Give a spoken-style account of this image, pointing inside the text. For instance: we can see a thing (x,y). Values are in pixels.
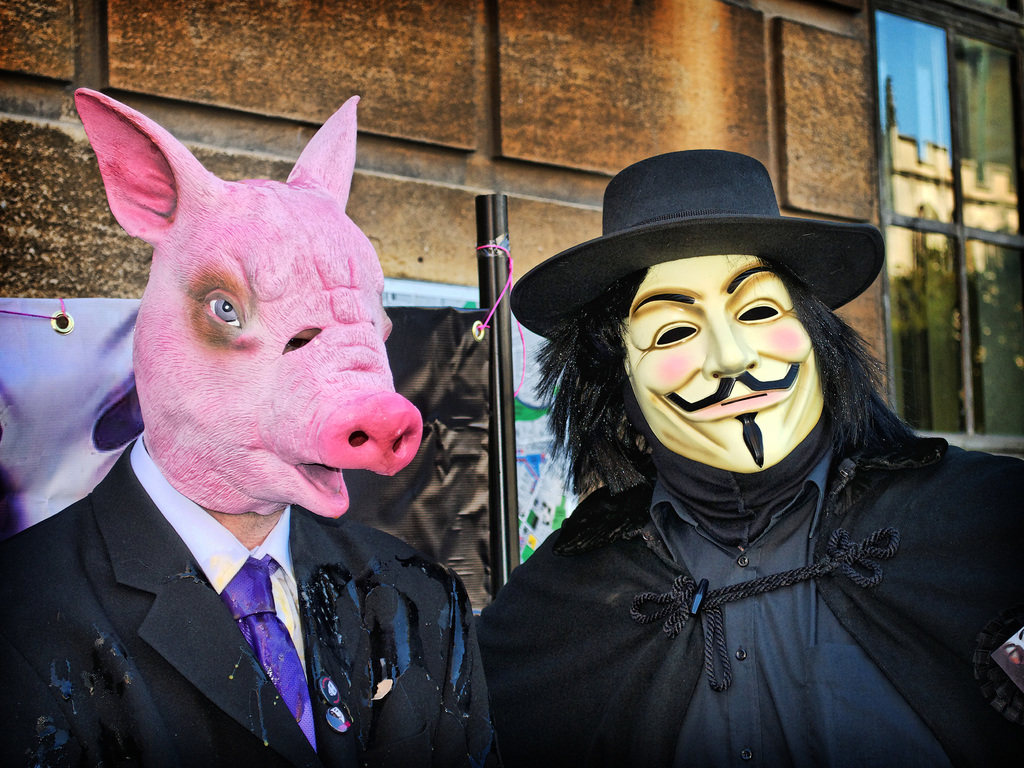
In this image I can see two persons (610,519) with the masks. In the background (41,369) I can see the banner (105,425), building (473,103) and the glass window (909,196).
